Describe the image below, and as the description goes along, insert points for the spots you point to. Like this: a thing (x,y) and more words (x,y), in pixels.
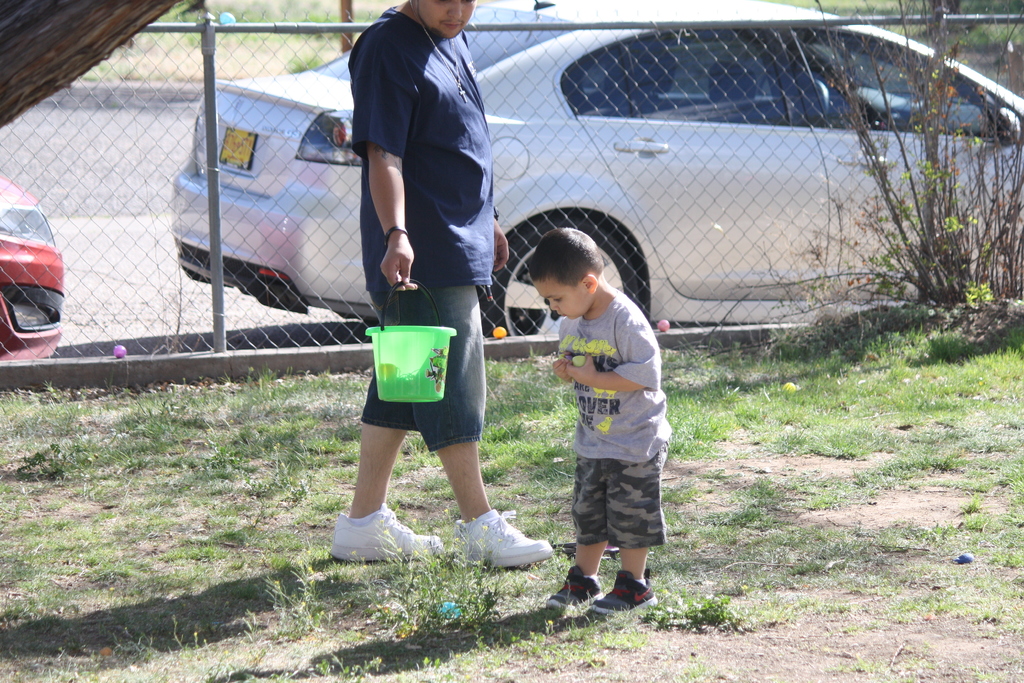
In this picture there is a man (441,94) and a small boy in the center of the image (510,426) and there is grassland (312,397) at the bottom side of the image (509,472) and there are cars (598,16) in the background area of the image (265,226), there is a net boundary (258,234) in the center of the image (643,253).
